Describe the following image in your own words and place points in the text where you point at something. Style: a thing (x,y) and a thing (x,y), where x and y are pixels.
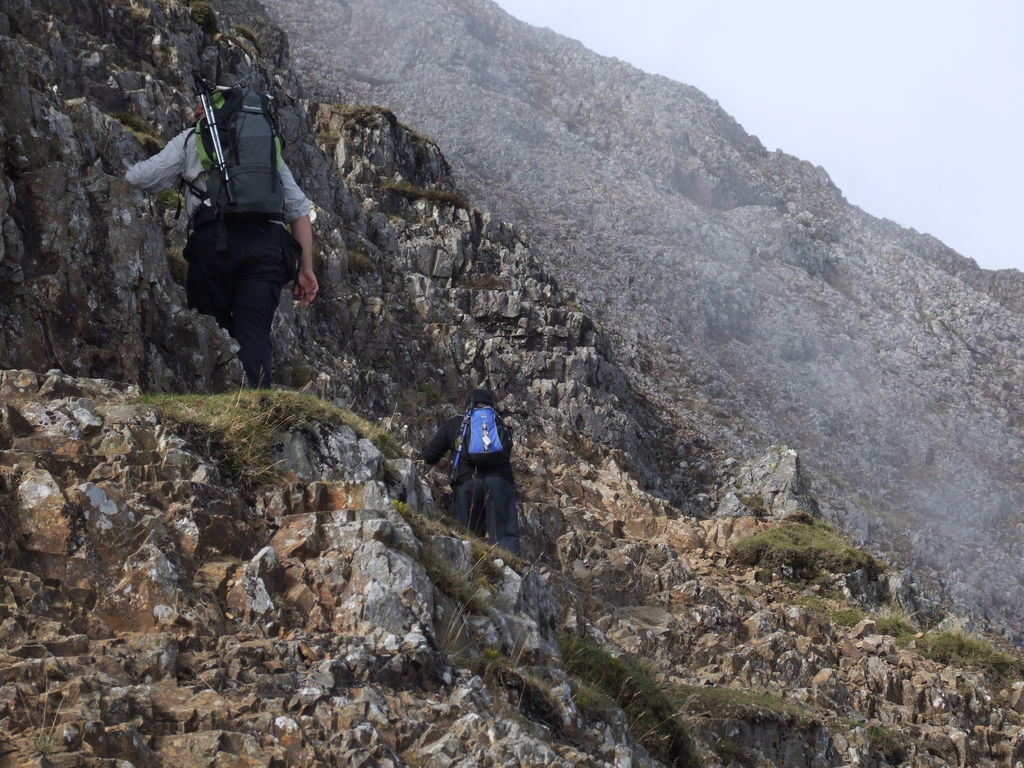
In the image we can see a hill (392,192), on the hill (438,273) two persons (469,448) are standing. In the top right corner of the image (816,159) we can see the sky (706,52).
